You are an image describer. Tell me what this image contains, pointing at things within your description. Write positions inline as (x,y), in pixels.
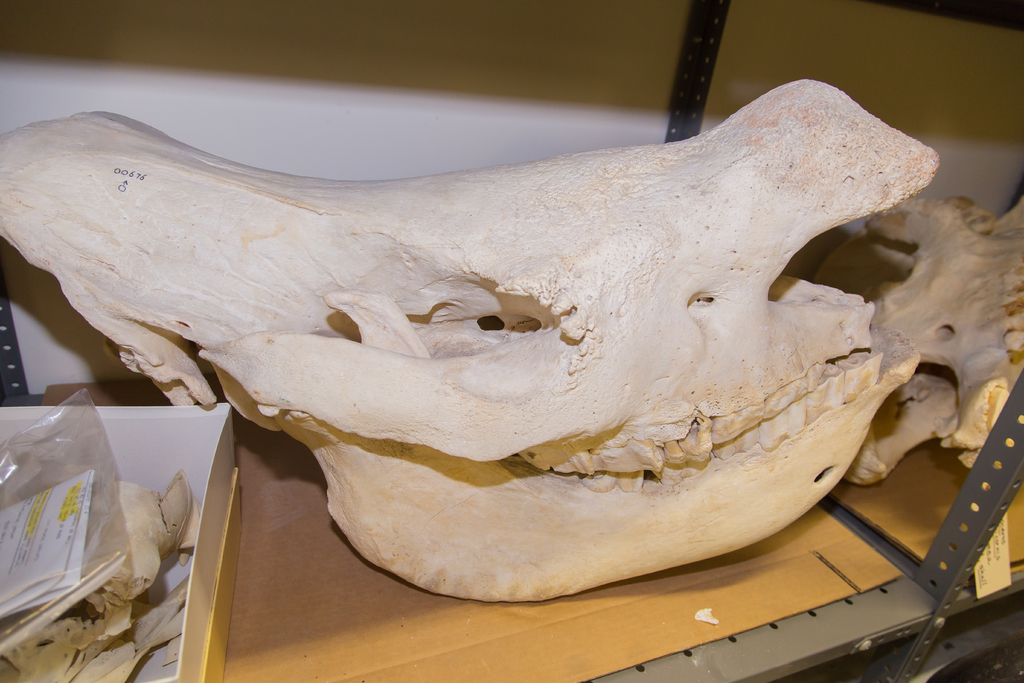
In this image I can see the brown colored surface (476,632) and on it I can see the skull (541,527) of an animal (598,403) which is white in color and to the right side of the image (924,401) I can see another skull (909,390) in the rack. In the background (465,106) I can see the white colored surface (383,132) and to the left bottom of the image (215,570) I can see a box (215,570) with few bones (148,553) and few papers (33,506) in it.
